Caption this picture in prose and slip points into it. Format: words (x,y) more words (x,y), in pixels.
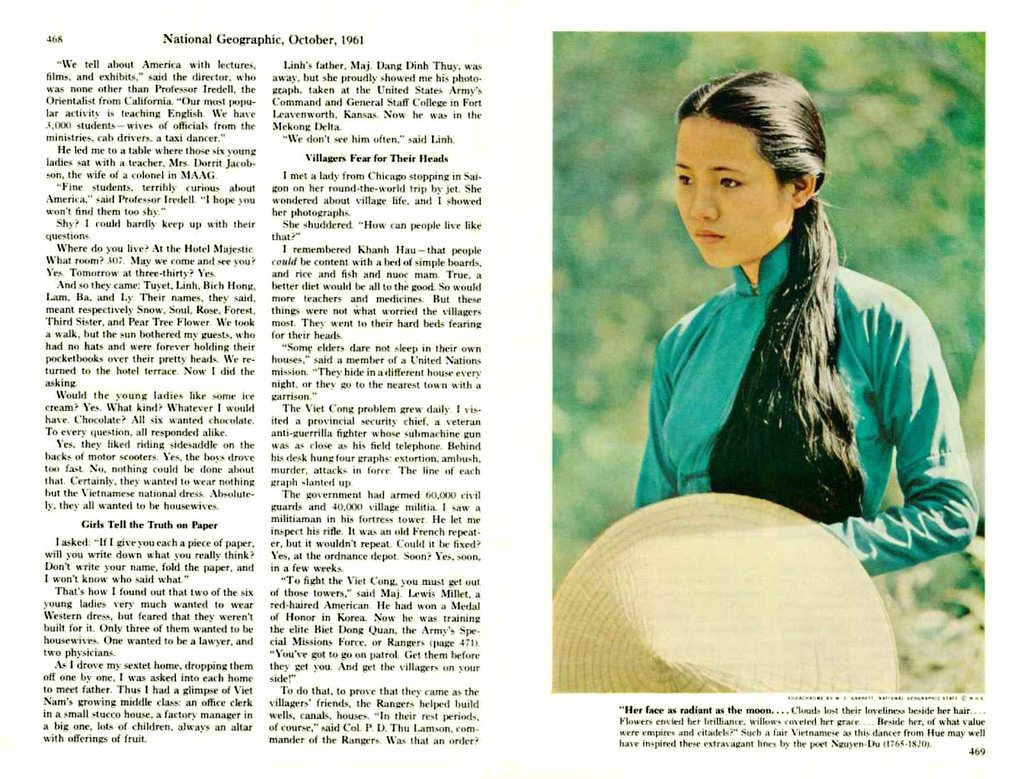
On the right side (825,445) a beautiful woman (820,371) is holding the hat (747,624) in her hands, she wore green color dress (881,377). On the left side (269,34) there is the matter (413,575), it looks like a paper (368,267) in the book (357,281).
